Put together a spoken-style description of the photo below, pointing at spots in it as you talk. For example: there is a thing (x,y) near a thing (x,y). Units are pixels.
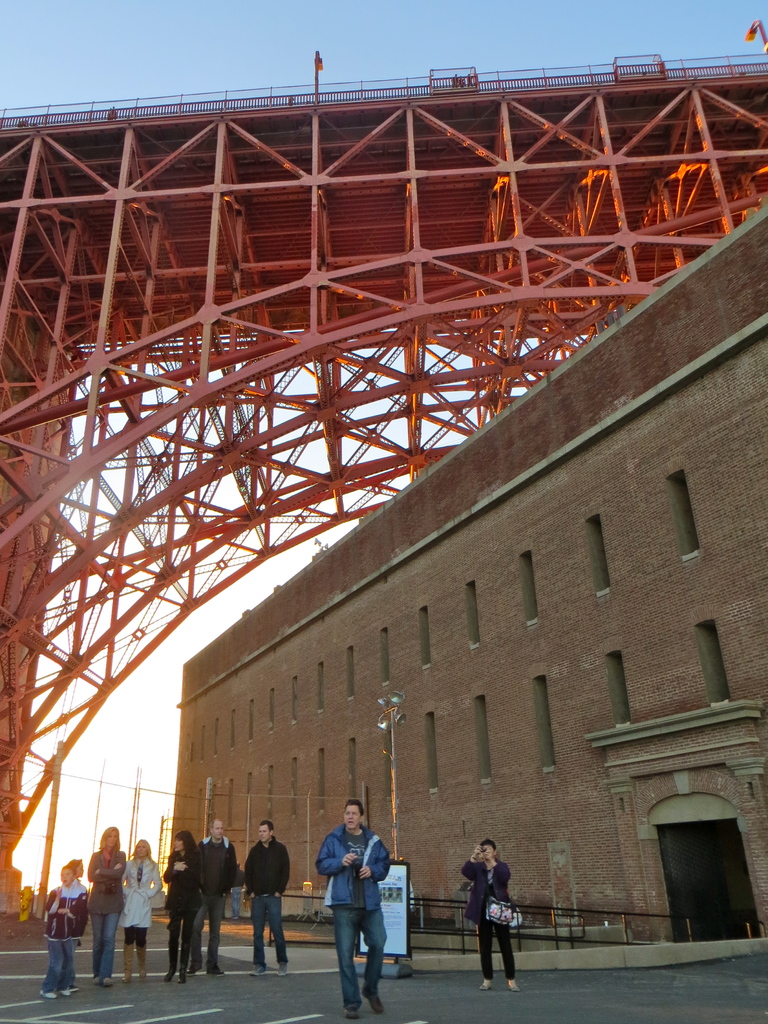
In this image in the middle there are persons (238,889) standing and there is a person (369,915) walking in the foreground (365,903). In the background (272,715) there are buildings (247,786) and there are towers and on the top (221,326) there is a bridge (308,337). In front of the building (583,816) there is a railing (553,919).
